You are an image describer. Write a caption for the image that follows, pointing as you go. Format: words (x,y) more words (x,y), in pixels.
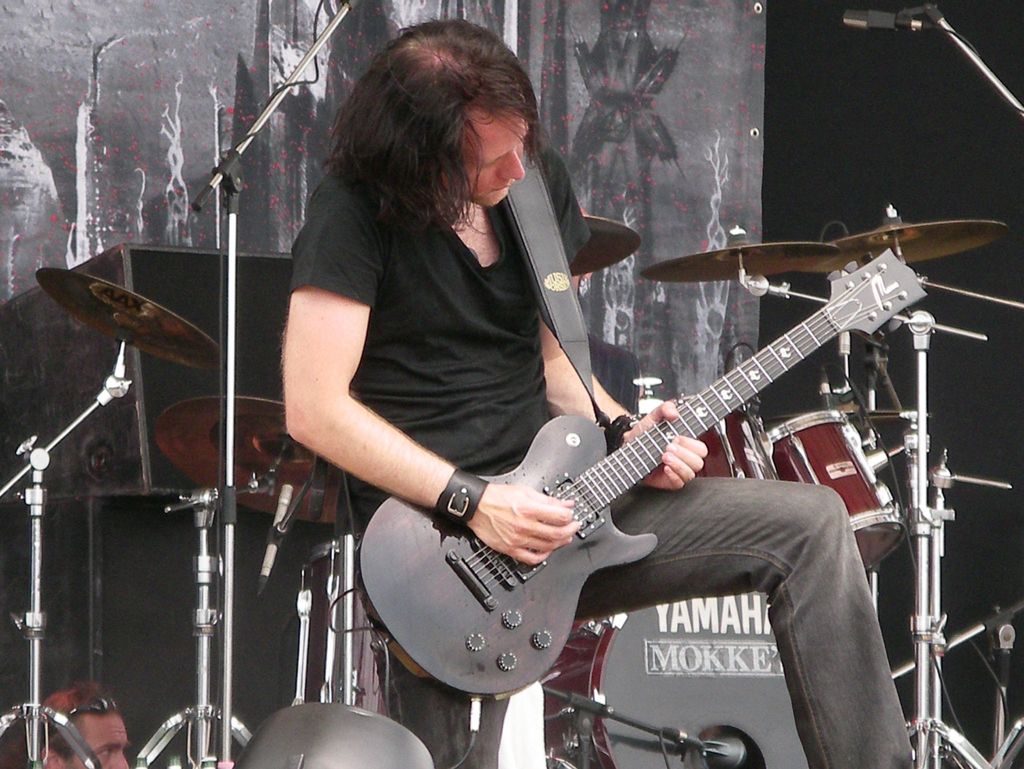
In this picture I can see a man (744,494) sitting and holding a guitar (638,476), there are mikes stands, speakers (80,377), there are drums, cymbals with the cymbals stands (18,453), and in the background (231,131) there is a banner (590,97).
